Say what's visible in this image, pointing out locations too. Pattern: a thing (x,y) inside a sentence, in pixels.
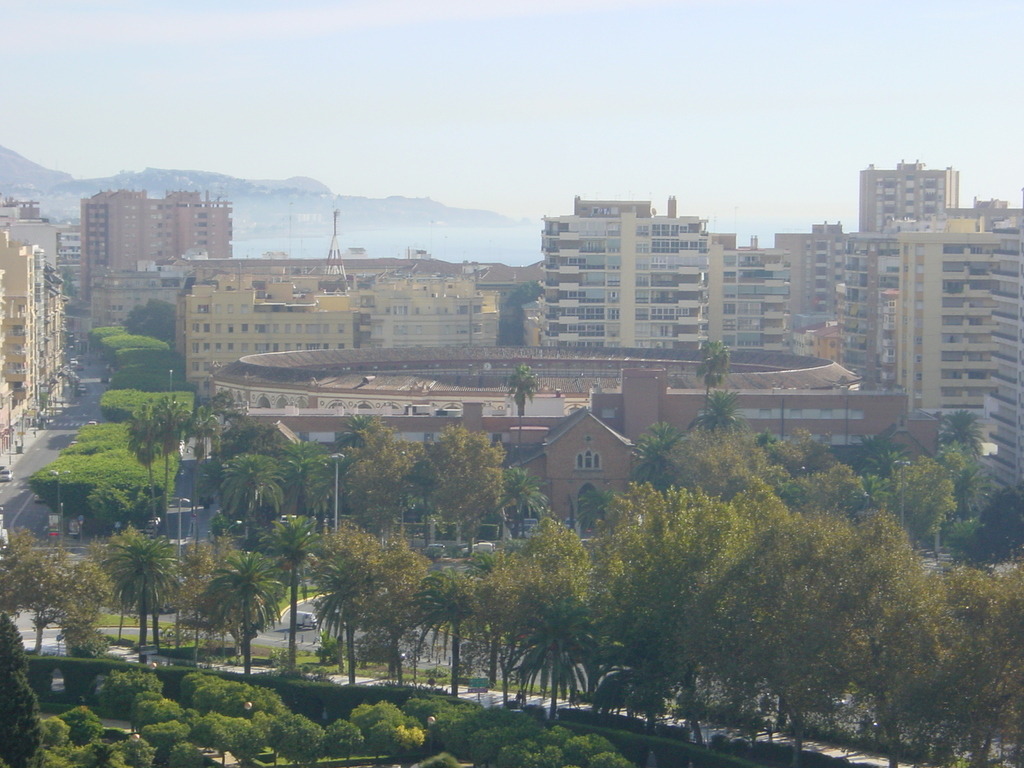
In the center of the image (424,286) we can see the sky (317,123), hills (349,204), buildings (806,267), trees (656,660), vehicles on the road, poles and a few other objects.
